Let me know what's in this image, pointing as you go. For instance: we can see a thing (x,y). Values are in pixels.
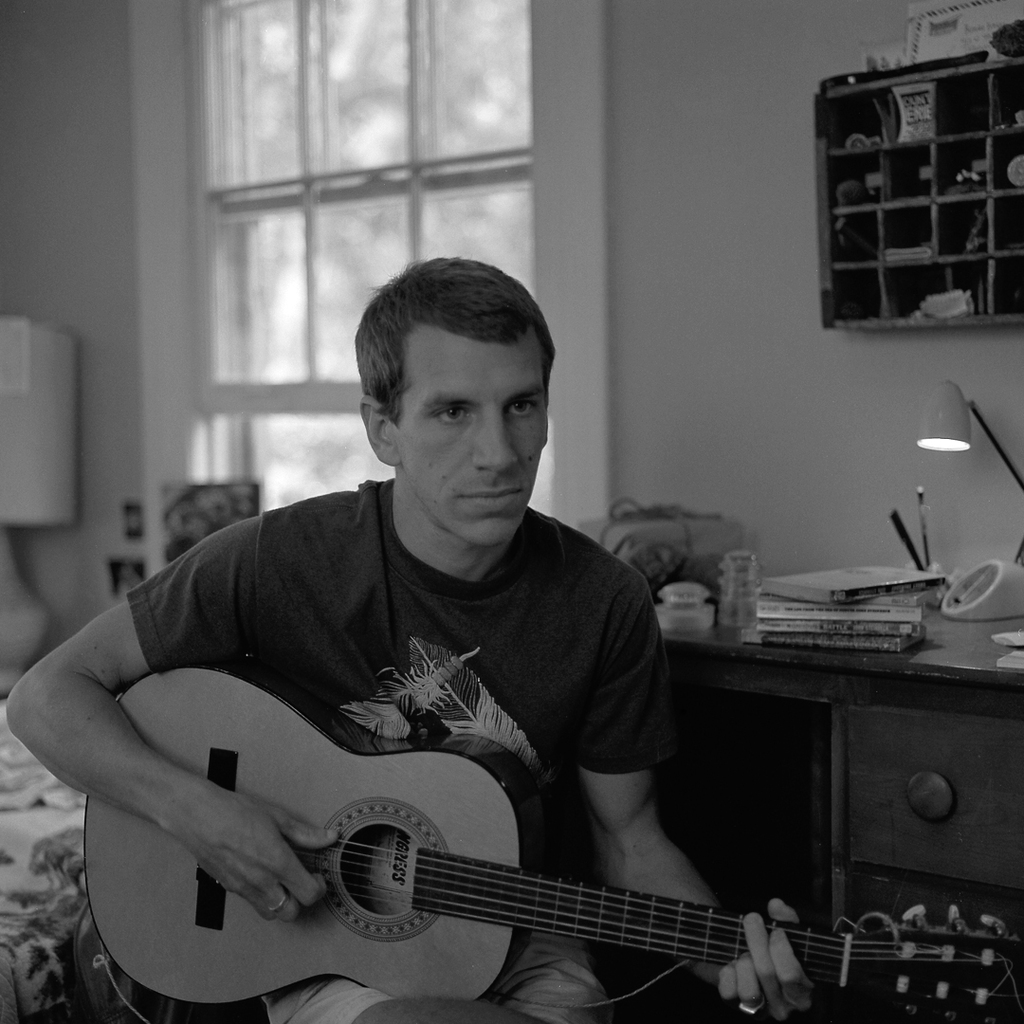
A man (497,268) is playing guitar (379,737) and wears T shirt (426,677). There are some books (793,583), lamp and other items (959,615) on the table (829,657). There is a bed (13,759) and window (245,421) in the background (526,236).
